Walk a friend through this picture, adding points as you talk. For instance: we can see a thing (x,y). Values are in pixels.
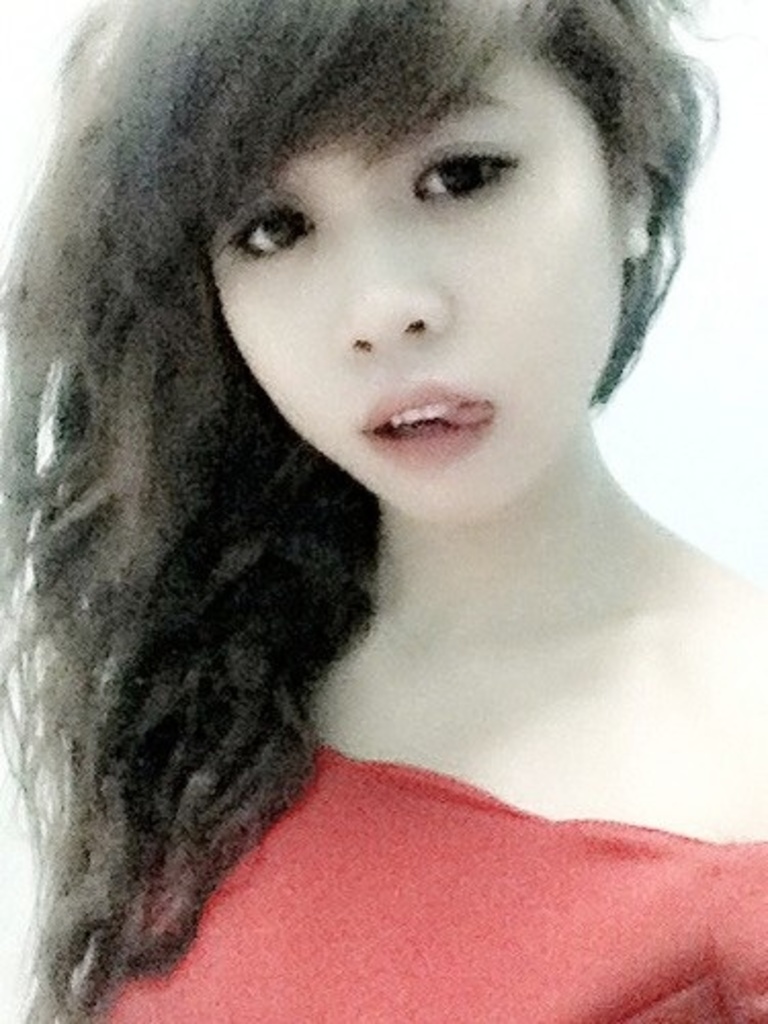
This image consists of a girl (485,861). She is wearing a red dress (377,823).
